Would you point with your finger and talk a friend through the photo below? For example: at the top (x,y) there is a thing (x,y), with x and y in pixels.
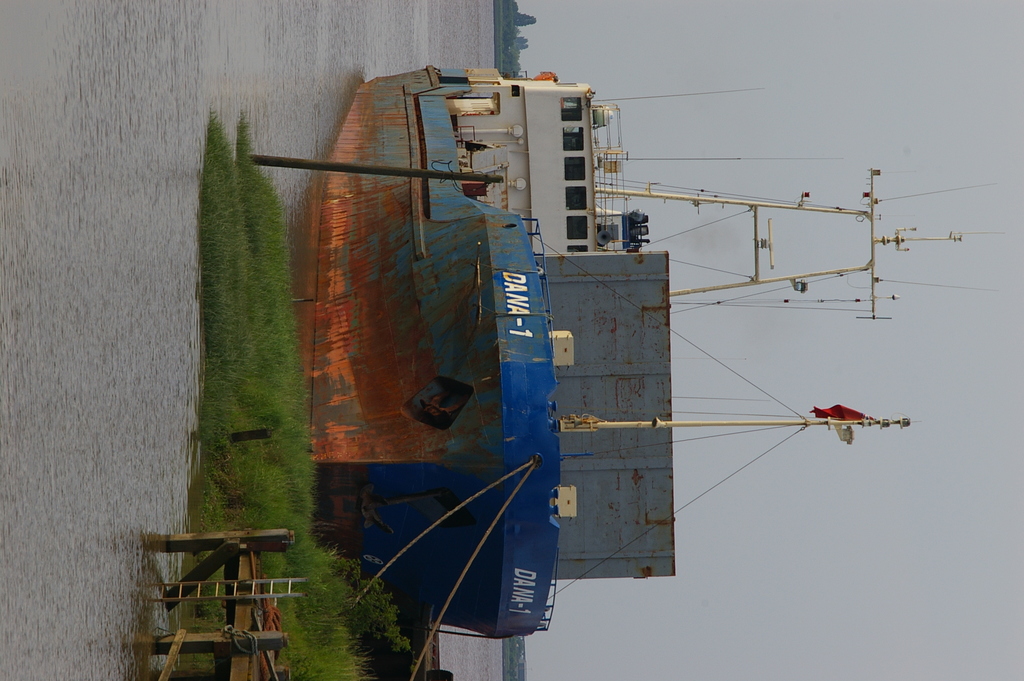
In this image we can see a ship (607,296) with some poles (844,271), wires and the flag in a water body (309,235). We can also see some grass (301,626), plants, a wooden pole (366,170) and a ladder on a deck (281,636). On the backside (510,669) we can see a group of trees (517,651) and the sky (751,648).
